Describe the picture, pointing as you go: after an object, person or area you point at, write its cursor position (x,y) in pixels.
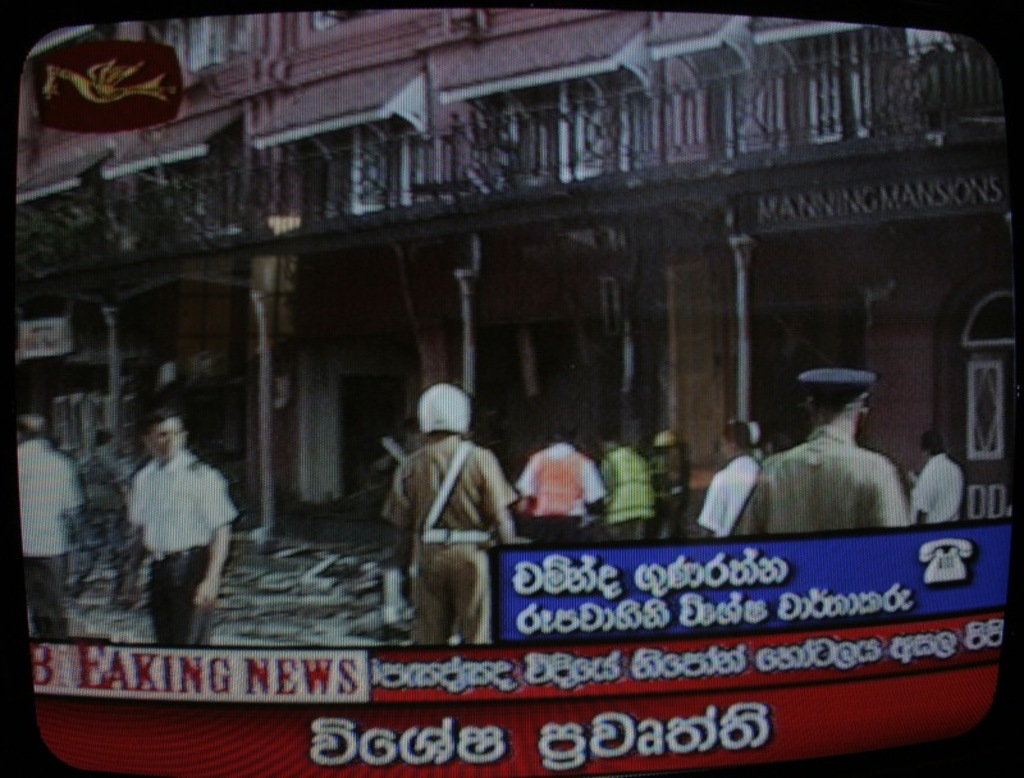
In this image I can see at the bottom (454,538) there are two police men (465,528) on the left side (175,475) there is the man (221,549) standing. At the top (136,97) there is the logo (164,105), on the right side (803,137) there is the building (626,329), at the bottom (788,657) there is the news (295,703) scrolling.
